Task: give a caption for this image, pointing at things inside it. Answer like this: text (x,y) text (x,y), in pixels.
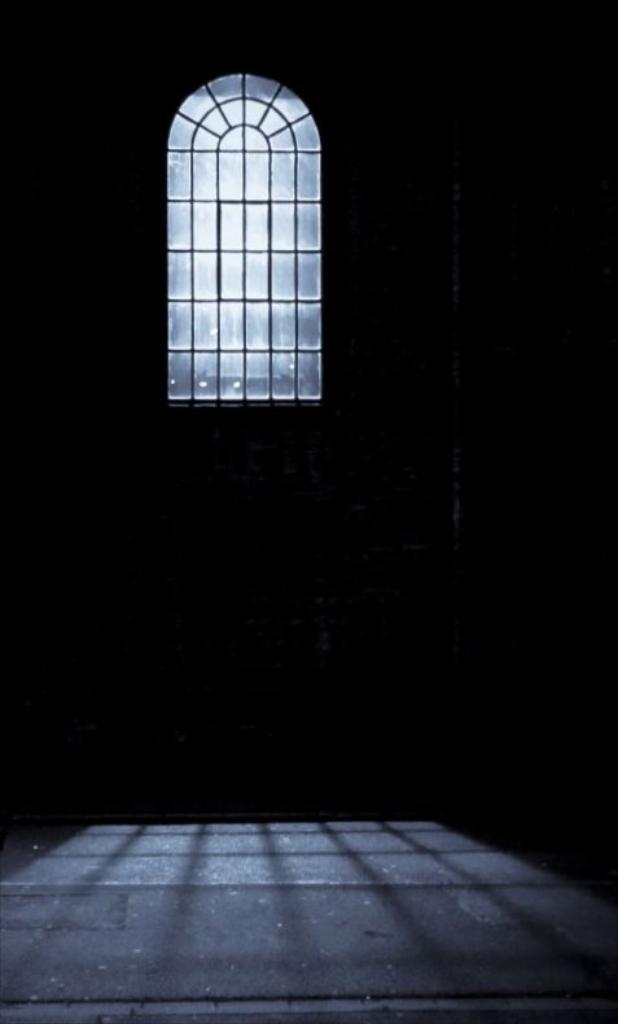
In this image I can the inner part of the room (279,536). In the background (290,255) I can see the glass window (248,250).
